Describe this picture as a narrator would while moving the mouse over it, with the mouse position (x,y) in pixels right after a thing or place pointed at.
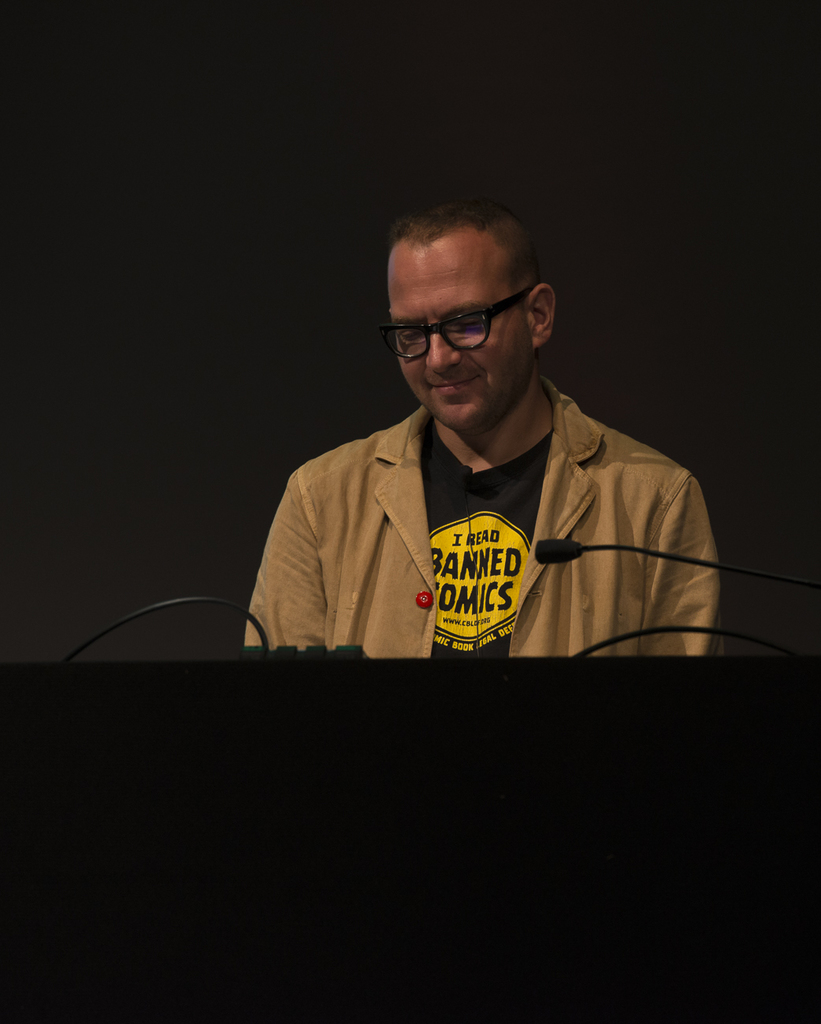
In this image we can see a man (350,545) who is wearing black color t-shirt (481,529) and brown jacket (355,547). In front of the man (446,651), we can see the table (118,717). On the table (49,683), we can see mic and an object (324,652). The background (681,394) is dark.
